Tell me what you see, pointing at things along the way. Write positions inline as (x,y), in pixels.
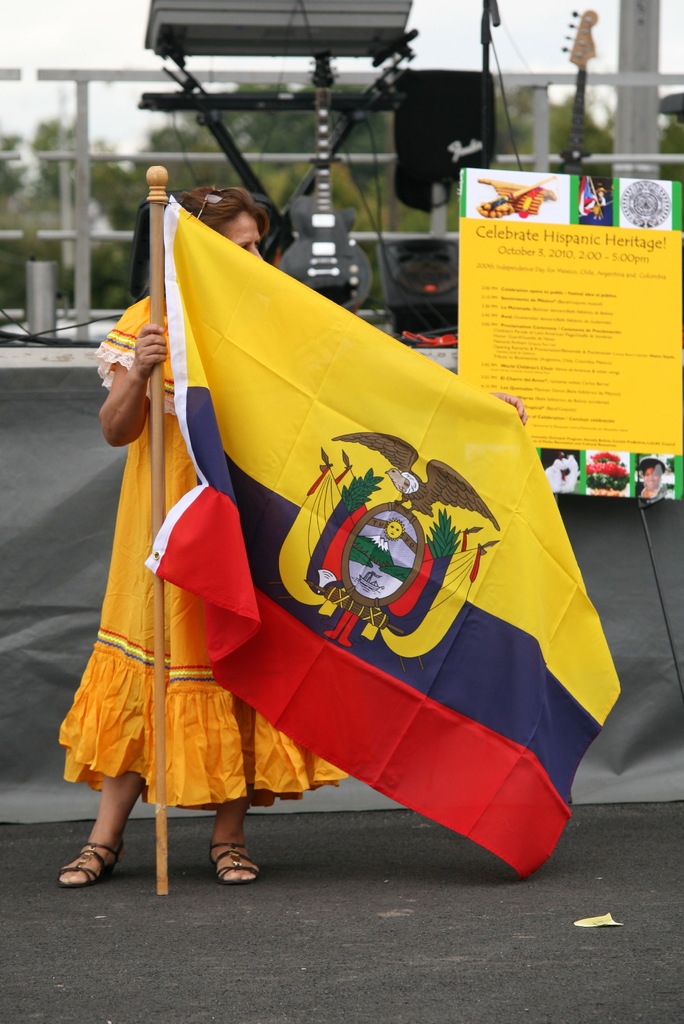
In the center of the image (393,476), we can see a lady (183,456) holding flag (388,562) and there is a board (546,348). In the background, we can see musical instruments (376,100).
